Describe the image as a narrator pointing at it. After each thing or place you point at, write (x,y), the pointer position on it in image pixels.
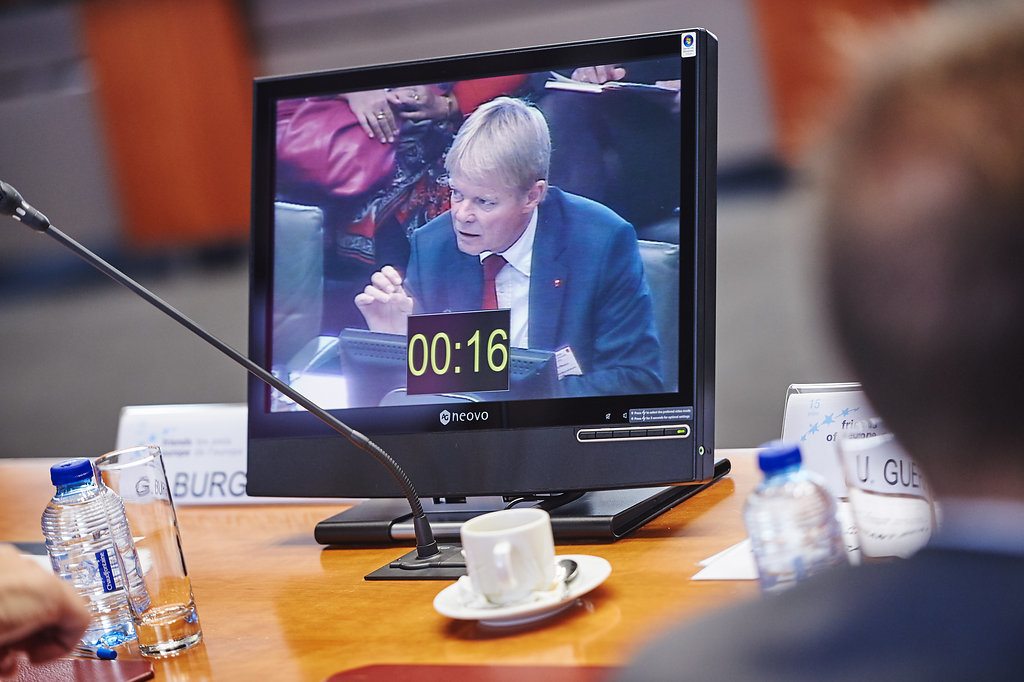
In this image we can see a person (822,576) sitting beside a table (652,560) containing a monitor screen (336,473) with the picture (447,377) of a person (563,332), a mic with a stand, a cup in a saucer (494,623), some glasses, bottles (95,627) and a name board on it. On the left bottom (25,615) we can see the hand (82,623) of a person (82,623).
